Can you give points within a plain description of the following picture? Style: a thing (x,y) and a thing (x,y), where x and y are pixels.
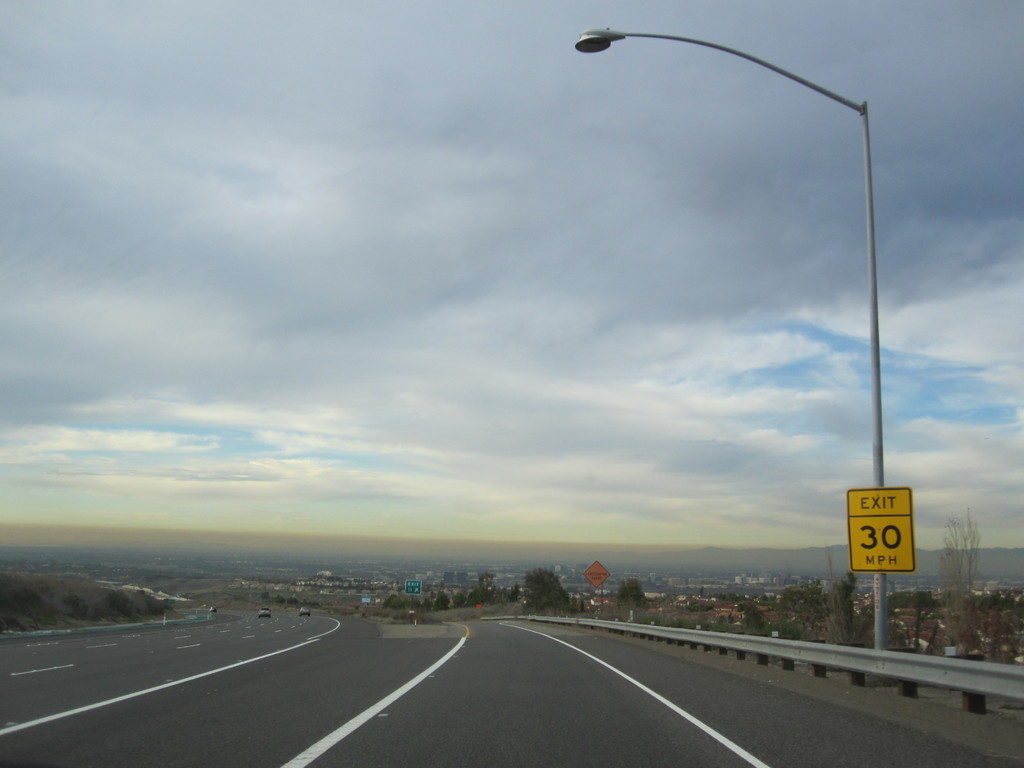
This is the picture of a place where we have a road (505,627), pole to which there is a board (863,568), light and around there are some buildings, houses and some other things (950,652).
